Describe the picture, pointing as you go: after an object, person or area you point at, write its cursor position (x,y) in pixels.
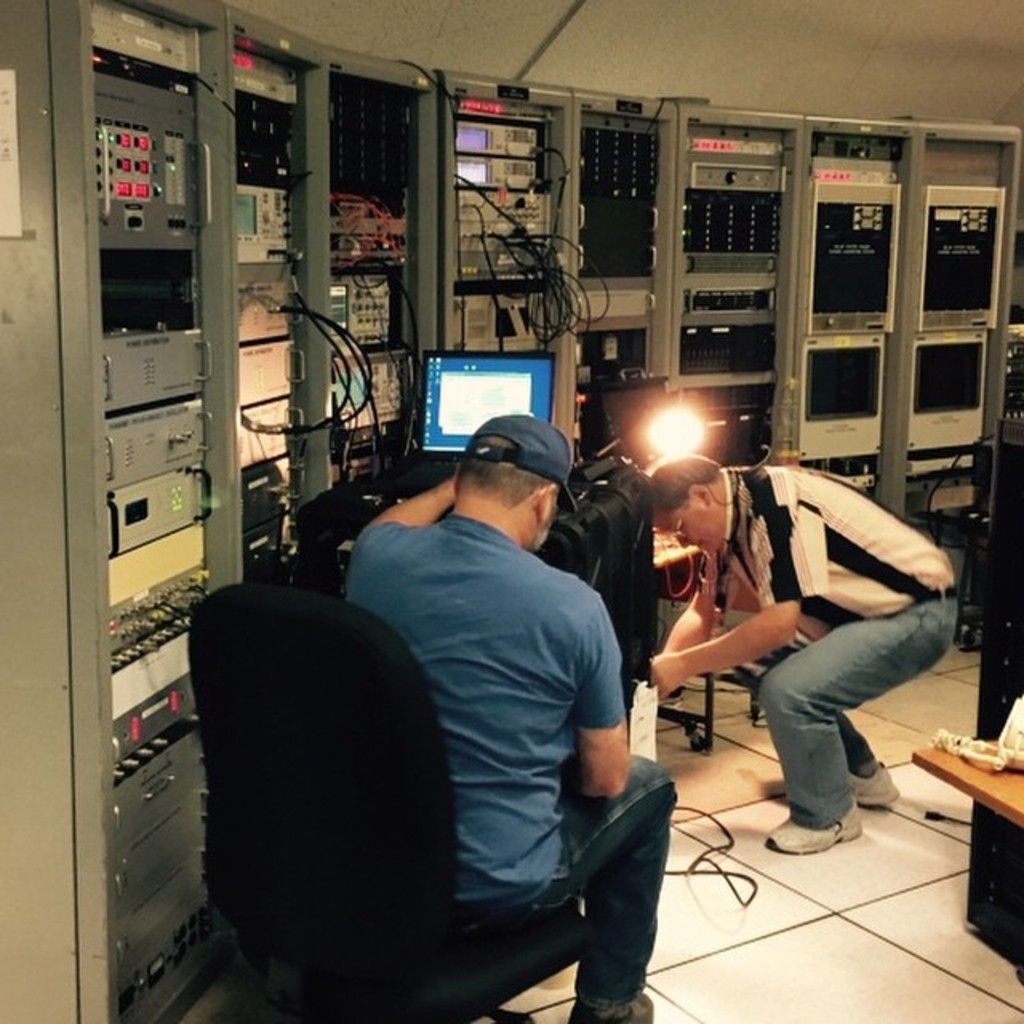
This picture shows an equipment room (581,441) where two people (560,447) working on equipment (516,345).
